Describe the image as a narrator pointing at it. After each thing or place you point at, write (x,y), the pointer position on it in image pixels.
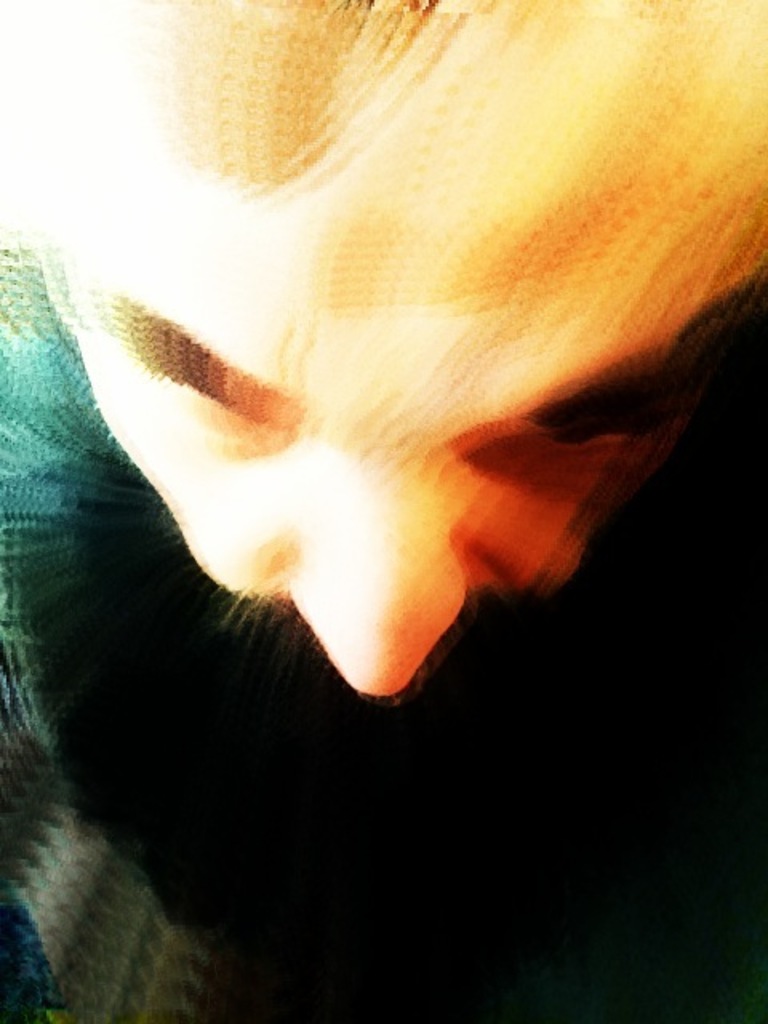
In this image we can see a person (472,483) and the image is blurred.
